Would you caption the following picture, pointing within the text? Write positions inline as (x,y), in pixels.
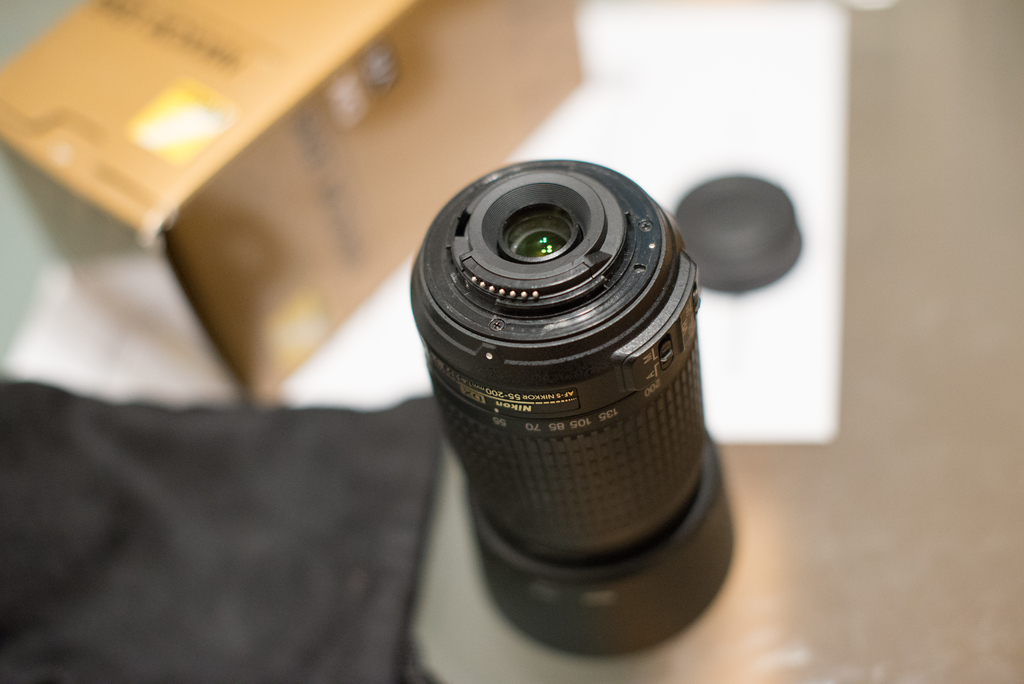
In this picture I can see the camera lens (637,450) in the middle (559,442), on the left side (135,129) there is a box (375,133).
